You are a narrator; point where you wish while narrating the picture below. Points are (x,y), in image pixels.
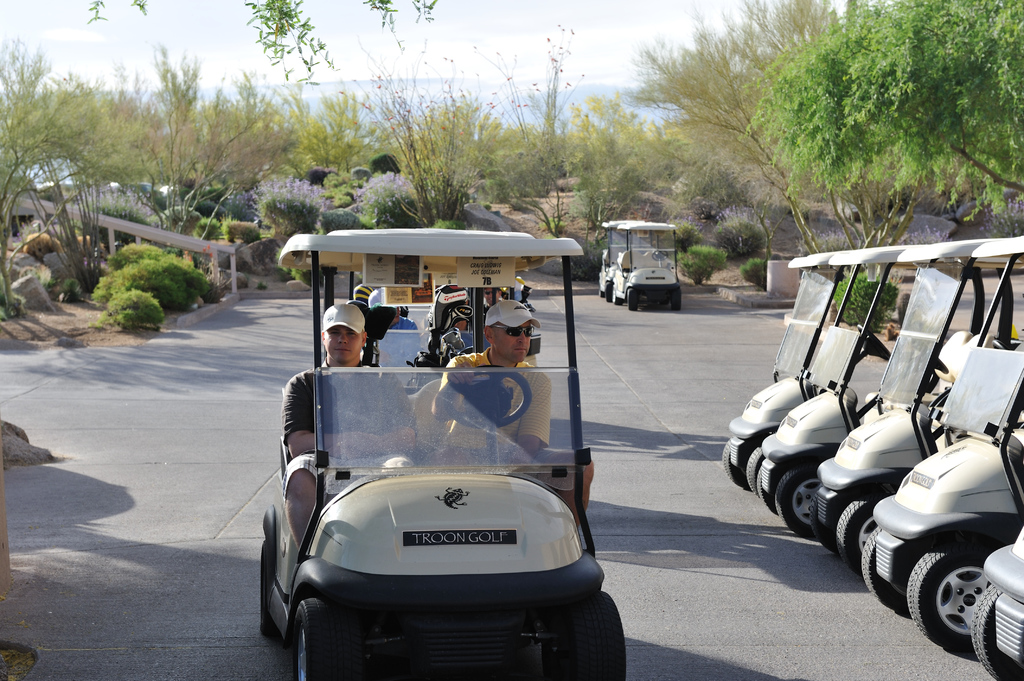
In the center of the image (478,445) we can see a few vehicles (731,451) on the road (677,568). And we can see a few people (461,381) are sitting in the front vehicles (416,427). In the background (350,71), we can see the sky (523,57), trees (850,135), plants (501,139), rocks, fences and one white color solid structure (769,280).
